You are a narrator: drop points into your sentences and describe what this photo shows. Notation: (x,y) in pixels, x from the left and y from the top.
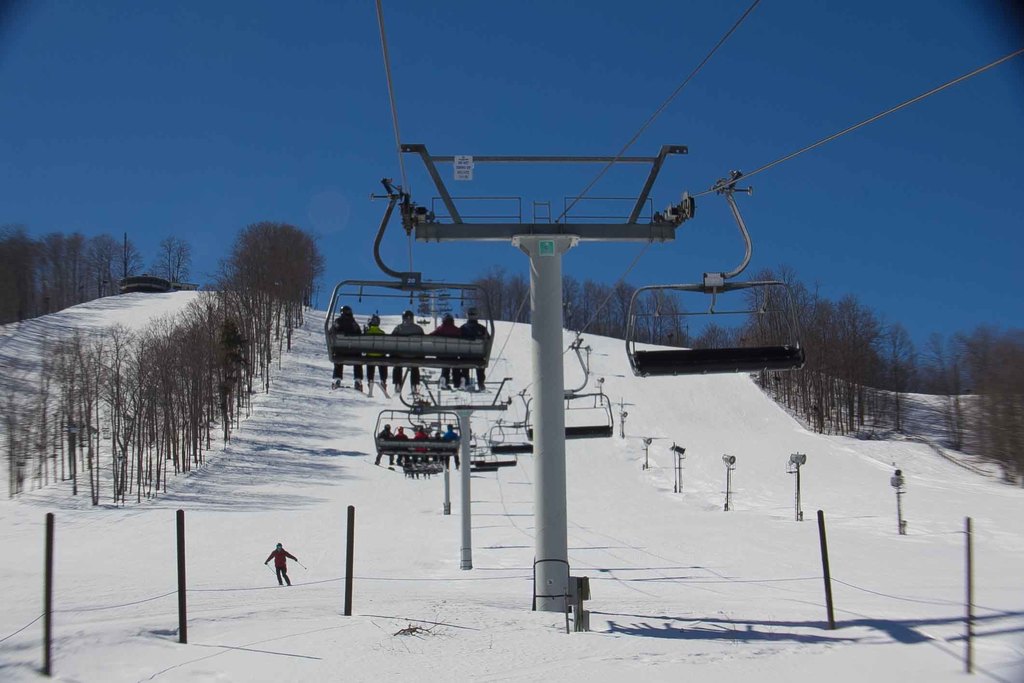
The picture consists of poles (561,456), cable cars (455,449), cables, trees (239,320), people (410,326), snow (798,556) and a man (279,561) skiing. At the top (552,107) we can see sky (685,66).
